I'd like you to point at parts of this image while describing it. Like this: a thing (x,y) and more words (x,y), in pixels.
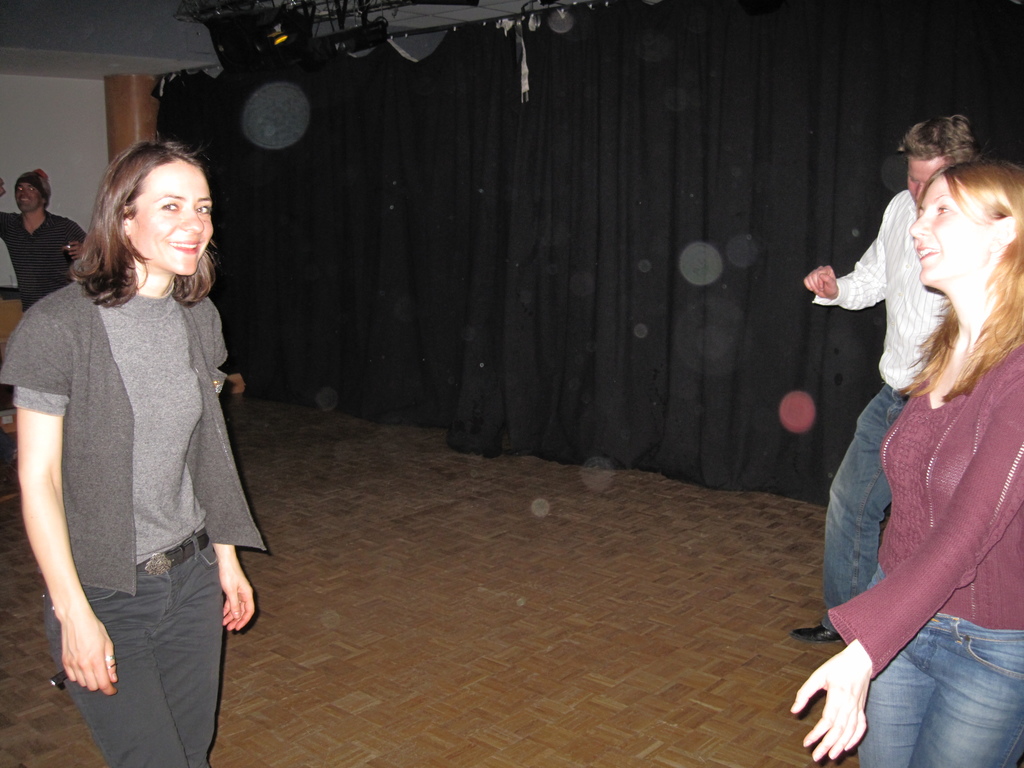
On the left (106,517) and right side of the image (983,408) there are two women (83,548) standing with a smile, behind them there are a few other people (21,241) and there is a pillar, curtain (337,202), at the top of the image (526,6) there are some objects (310,49).
